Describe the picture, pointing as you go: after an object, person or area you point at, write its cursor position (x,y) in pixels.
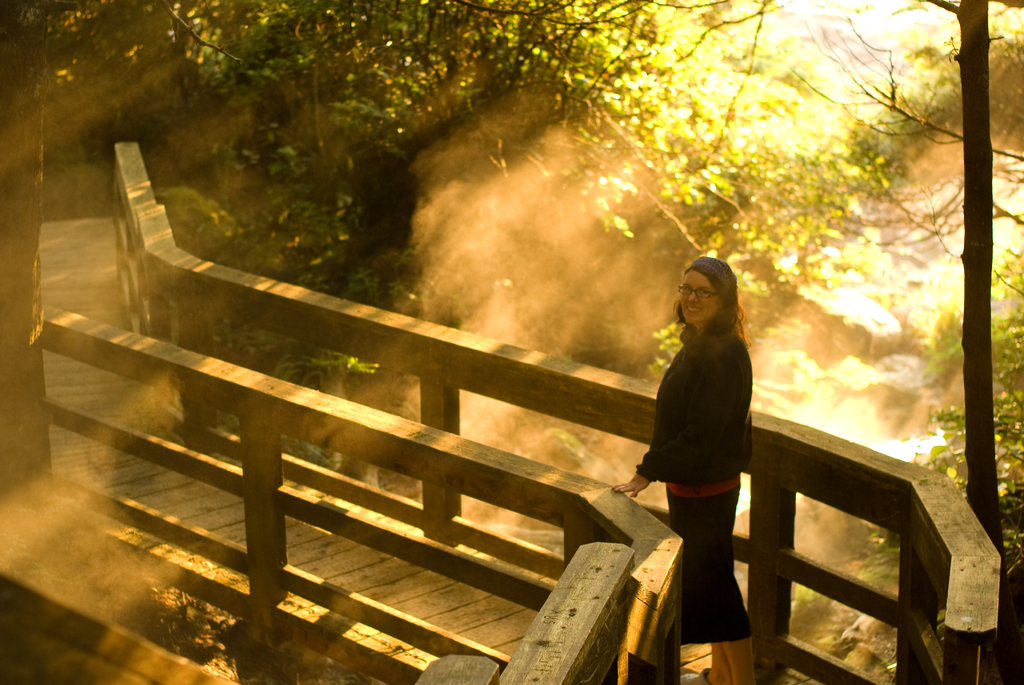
In this image I can see a woman (738,406) wearing black color dress (713,443) is standing on a wooden bridge (422,560). I can see the wooden railing (350,536), few trees (359,22) and few rocks (860,315) in the background (829,193).
